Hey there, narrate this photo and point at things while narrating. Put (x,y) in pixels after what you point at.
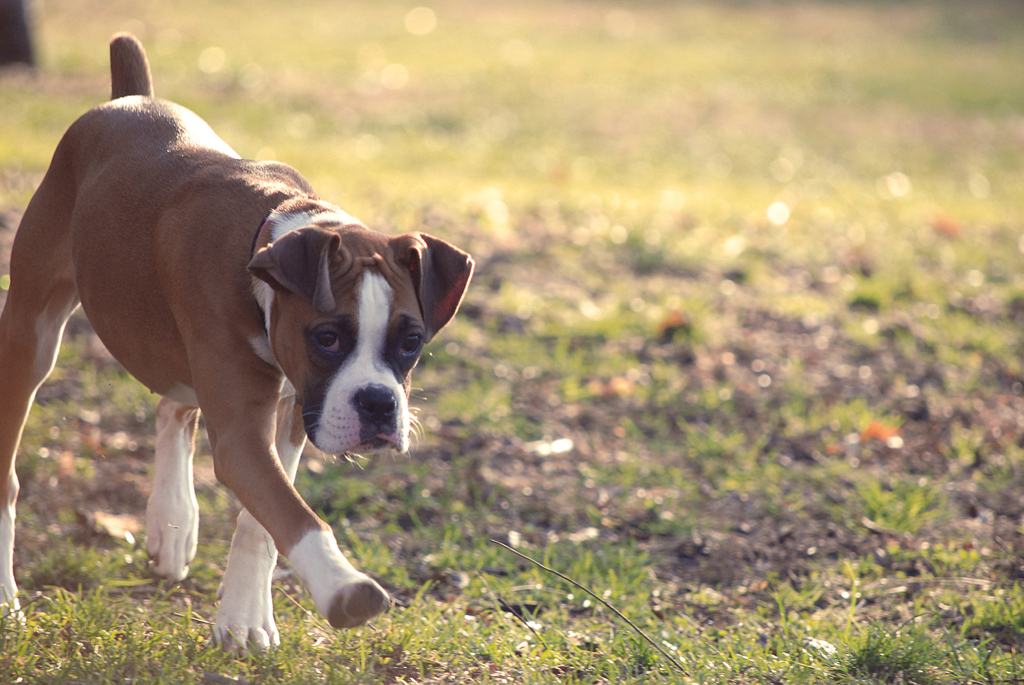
In this picture we can see a dog (148,232) is walking on the grass (204,470). Behind the dog (155,233) there is the blurred background (232,64).
